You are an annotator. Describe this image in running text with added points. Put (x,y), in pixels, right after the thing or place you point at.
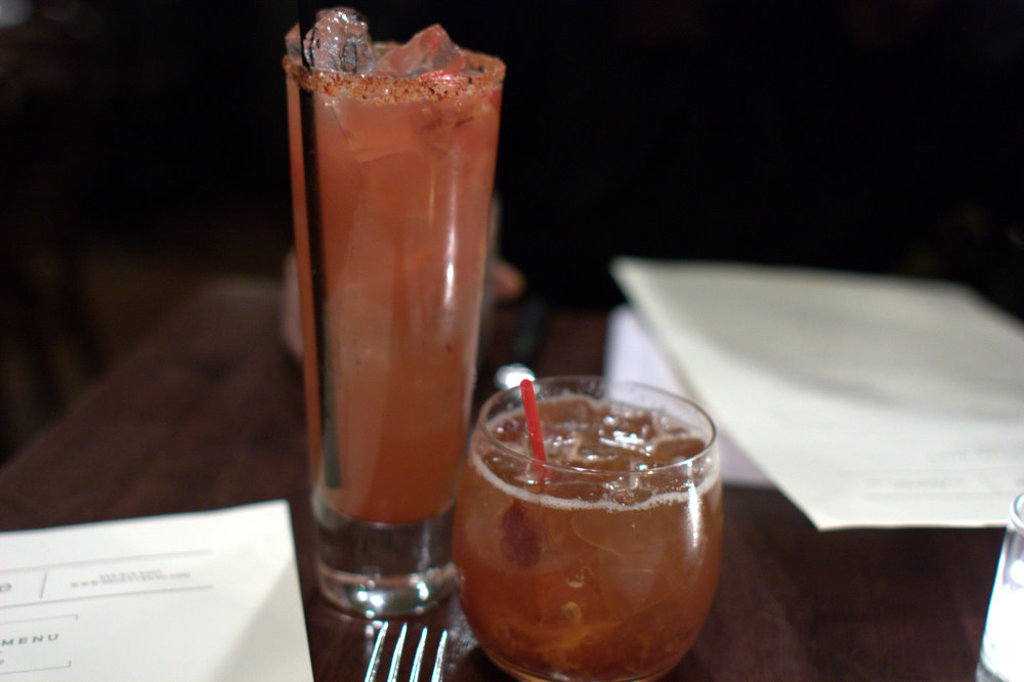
This image consists of a table (458,608). On that there are papers (107,669), glasses (457,578), forks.
